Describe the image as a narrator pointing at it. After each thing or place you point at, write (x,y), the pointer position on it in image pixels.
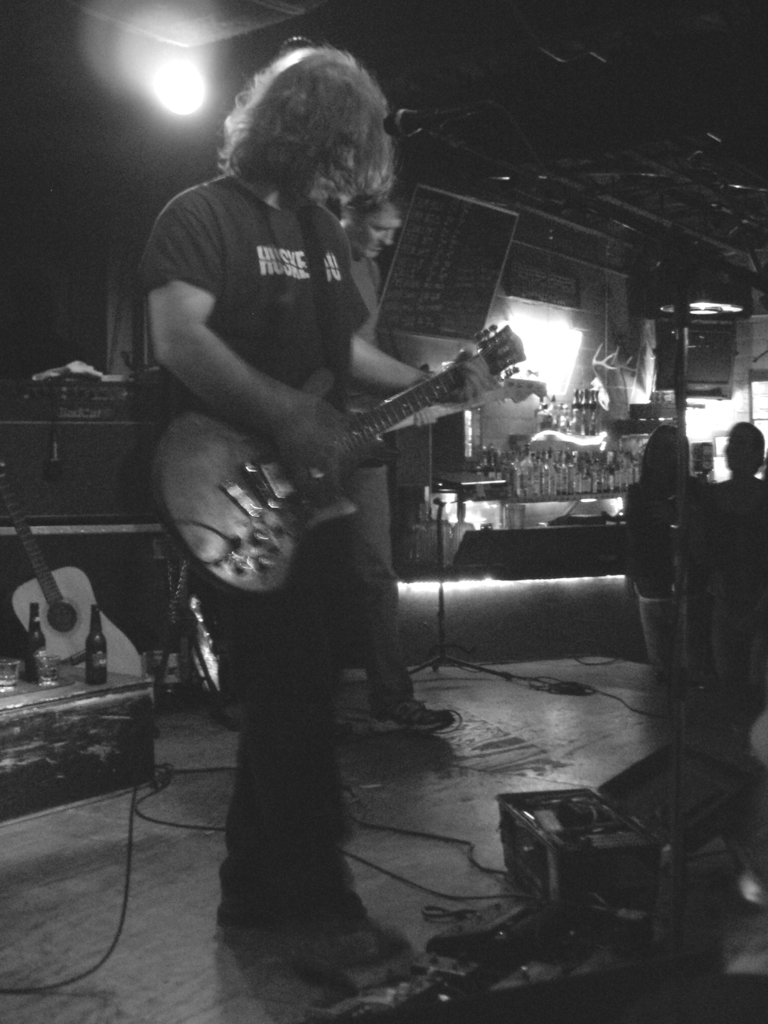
There are two people (308,600) on the stage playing guitar (333,499) and there are few people (690,538) standing and looking at them. In background (75,650) we can see wine bottles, guitar (67,603) and light (168,107).
